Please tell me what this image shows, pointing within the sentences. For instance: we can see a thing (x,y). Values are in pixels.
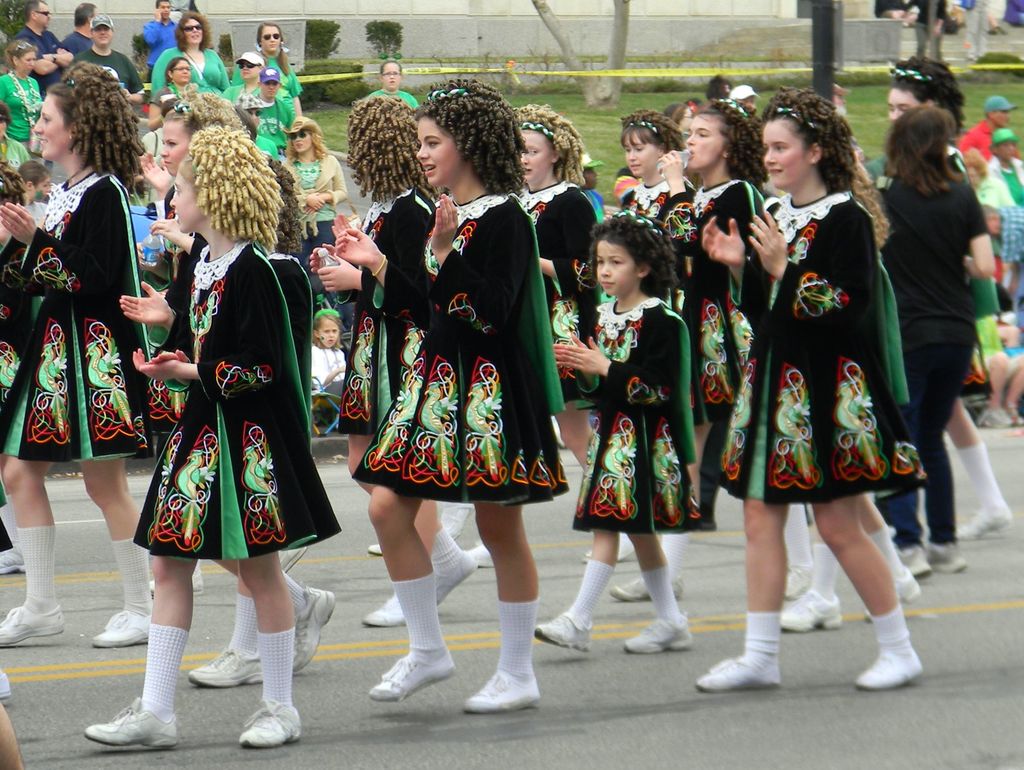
This is an outside view. Here I can see few girls (500,265) wearing same dresses (410,264), clapping their hands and walking on the road (729,735) towards the left side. In the background (209,68) few people (160,60) are standing and looking at these girls (259,243). There are few plants (329,67) and a wall (545,29). On the ground (591,110), I can see the grass (603,127).
